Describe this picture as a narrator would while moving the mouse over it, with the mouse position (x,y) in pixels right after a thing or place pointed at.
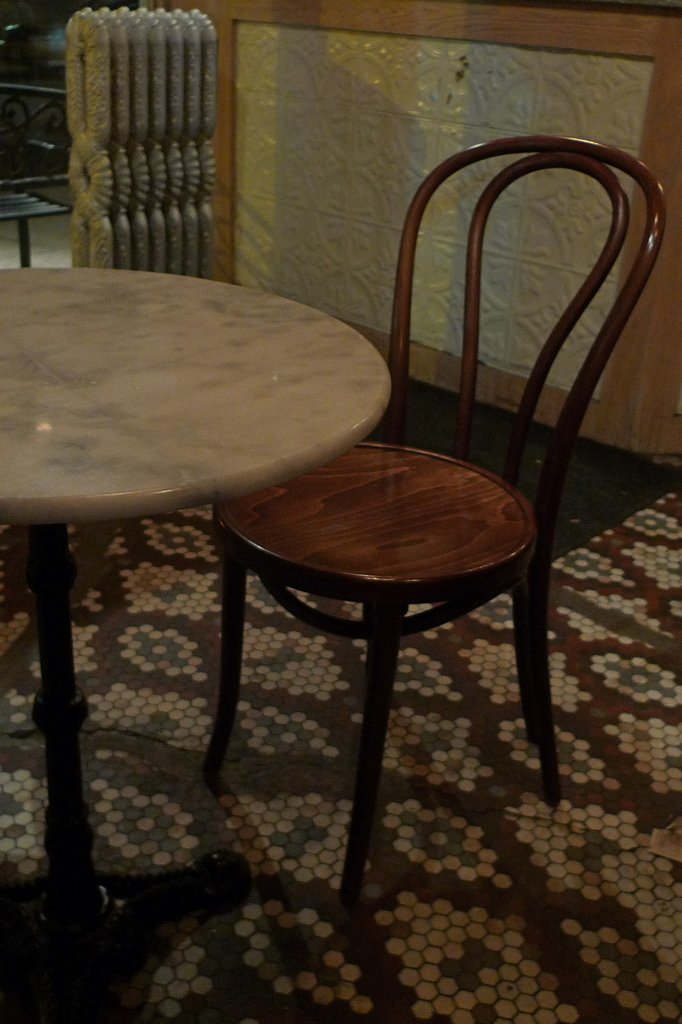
In front of the image there is a table (42,683). There is a chair (431,479). Behind the chair (563,339) there are some objects (497,134). On the left side of the image (1,118) there is a bench (50,97). At the bottom of the image (602,704) there is a tiled floor (503,830).
